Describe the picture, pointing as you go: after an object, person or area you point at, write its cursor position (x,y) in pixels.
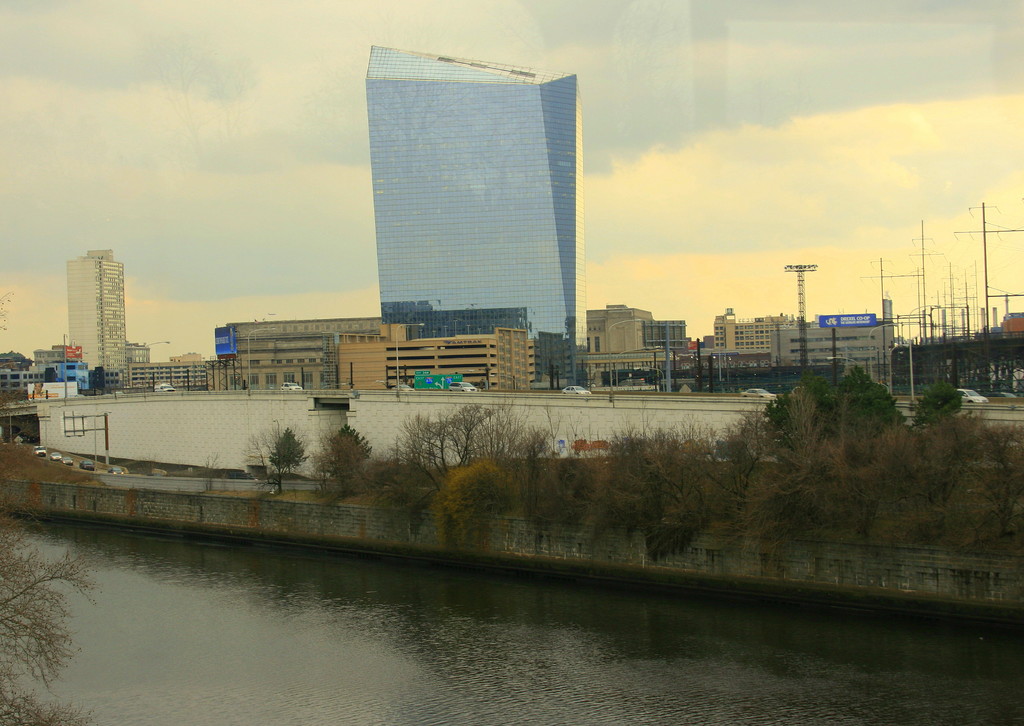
In this image I can see the water (313,599). To the side of the water (436,600) there are many trees (446,527) and the white wall (395,442). In the background (563,329) I can see many buildings (496,329), vehicles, poles (805,327) and boards (220,352). I can also see the clouds (313,55) and sky (819,159) in the back (760,249).
